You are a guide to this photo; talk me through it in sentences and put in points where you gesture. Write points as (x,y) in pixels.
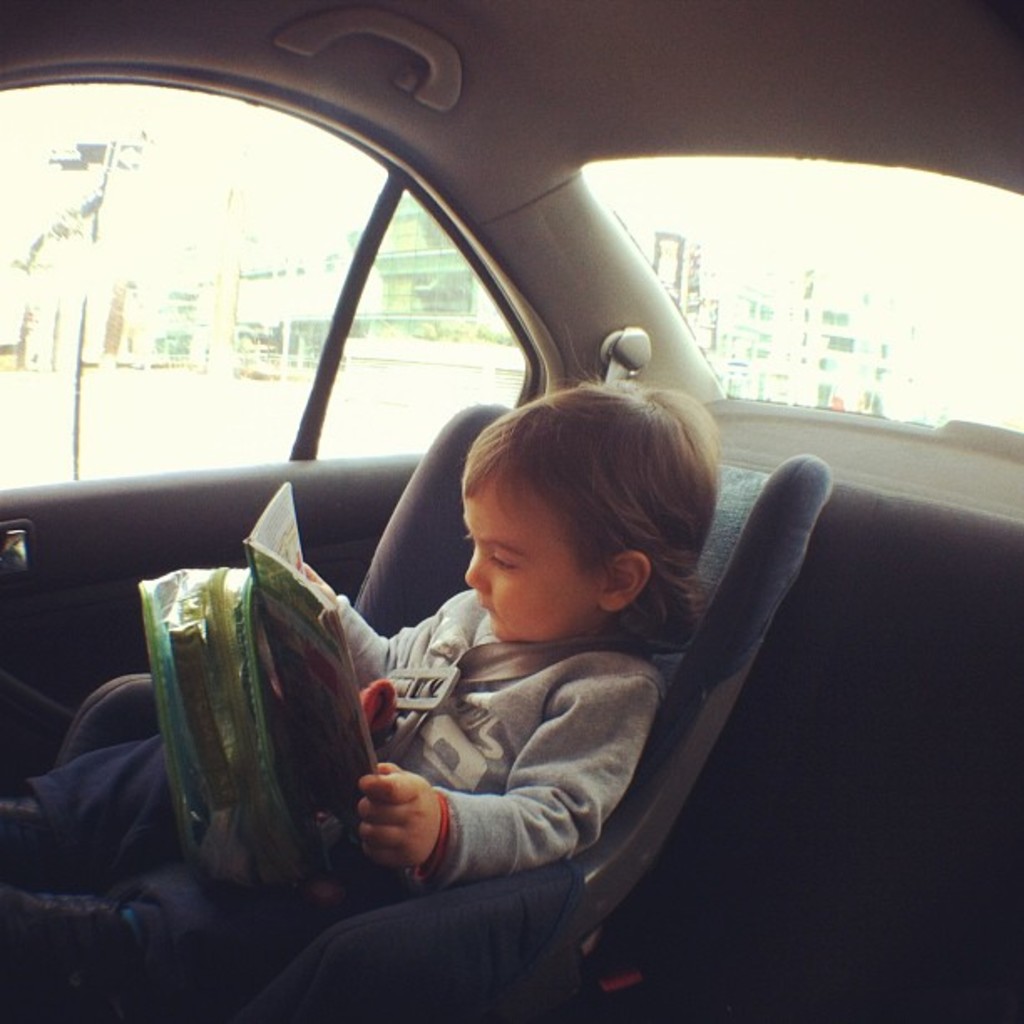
As we can see in the image there is a building (833,304), traffic signal (99,154) and a child (534,514) sitting in car (656,343). The child (523,615) is holding a book (297,691) and a bag (226,708).
